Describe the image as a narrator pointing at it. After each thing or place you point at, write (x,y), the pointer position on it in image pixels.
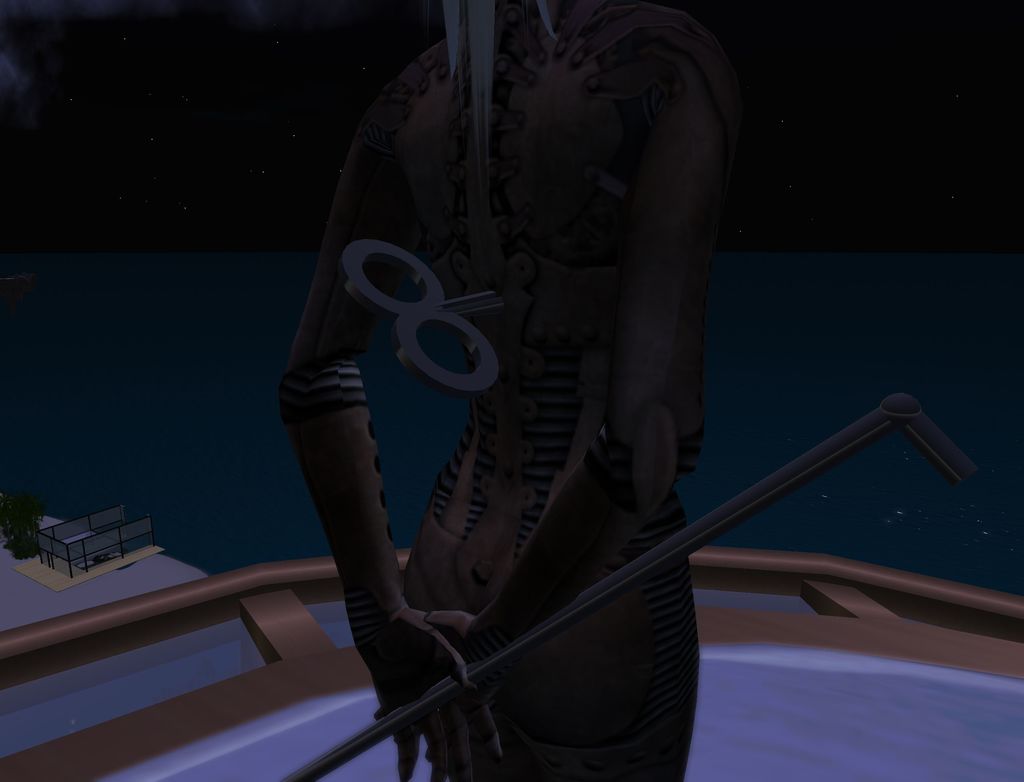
This image is an animated image. In this image the background (279,515) is a little dark and there is a river (845,409) with water (861,366). In the middle of the image (673,288) there is a person (436,576) holding a stick (569,614) in the hand (466,708) and standing in the boat (930,647).
